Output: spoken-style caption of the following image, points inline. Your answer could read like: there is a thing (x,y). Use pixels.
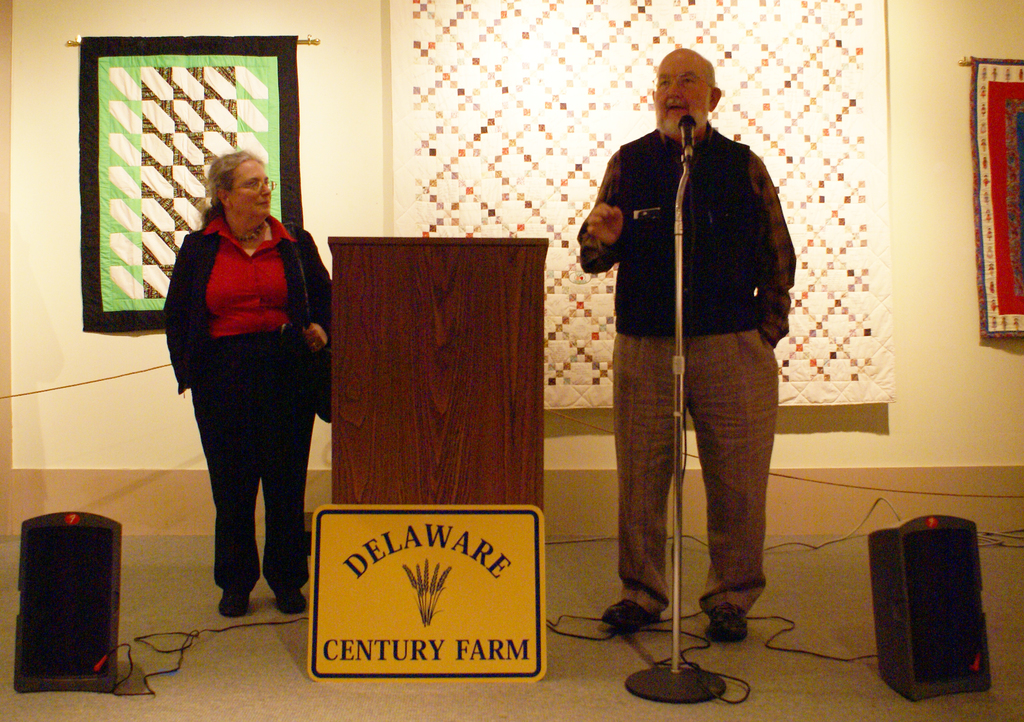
There is a woman (243,154) in black color jacket (310,278) standing on the floor (184,617) near a stand (522,290) which is near an yellow color board (527,510). On the right side (750,184), there is a person (750,158) in black color jacket (727,202) standing on the floor (780,594) and speaking in front of a mic (682,128) which is attached to the stand (683,675). On both sides of them, there is a speaker (114,624) arranged. In the background (1007,116), there are quilts (1022,92) hanged on the wall (125,15).
